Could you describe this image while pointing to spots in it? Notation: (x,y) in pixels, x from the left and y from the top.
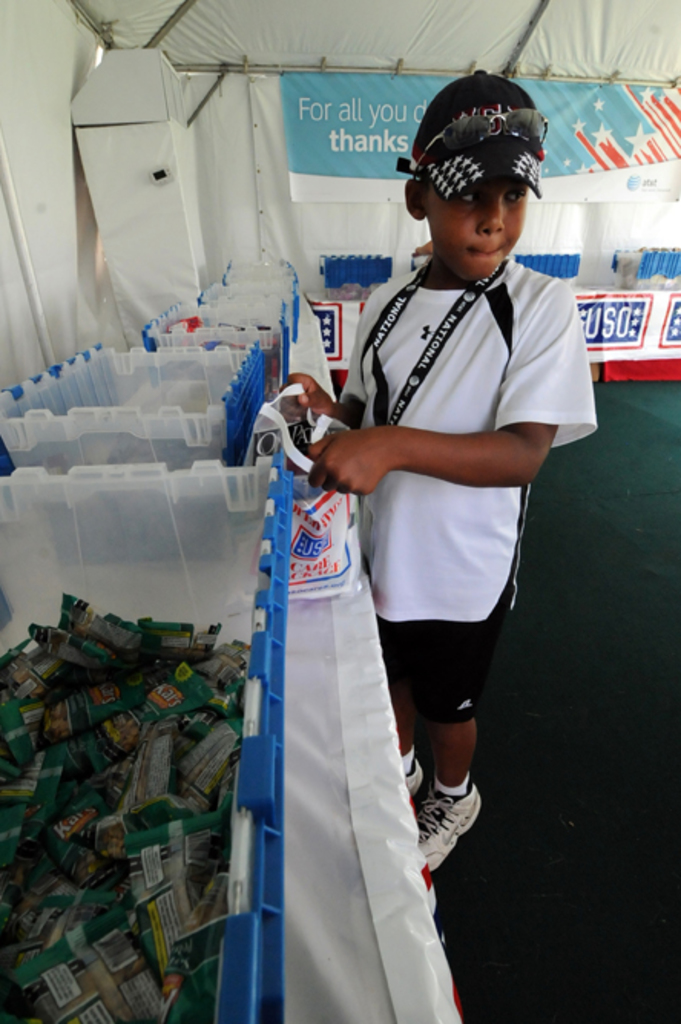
On the left side of the picture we can see a table (371,812) with a white sheet cover (329,767). On the table (311,882) we can see containers (134,504). In this container (237,792) there are some packets (191,863). Near to the table (288,784) there is one boy (444,465) standing and holding a carry bag (348,523) in his hands (324,472). This is a green colour carpet (601,721). On the background (234,108) we can see a white colour tent (277,108) with hoarding (648,93).
